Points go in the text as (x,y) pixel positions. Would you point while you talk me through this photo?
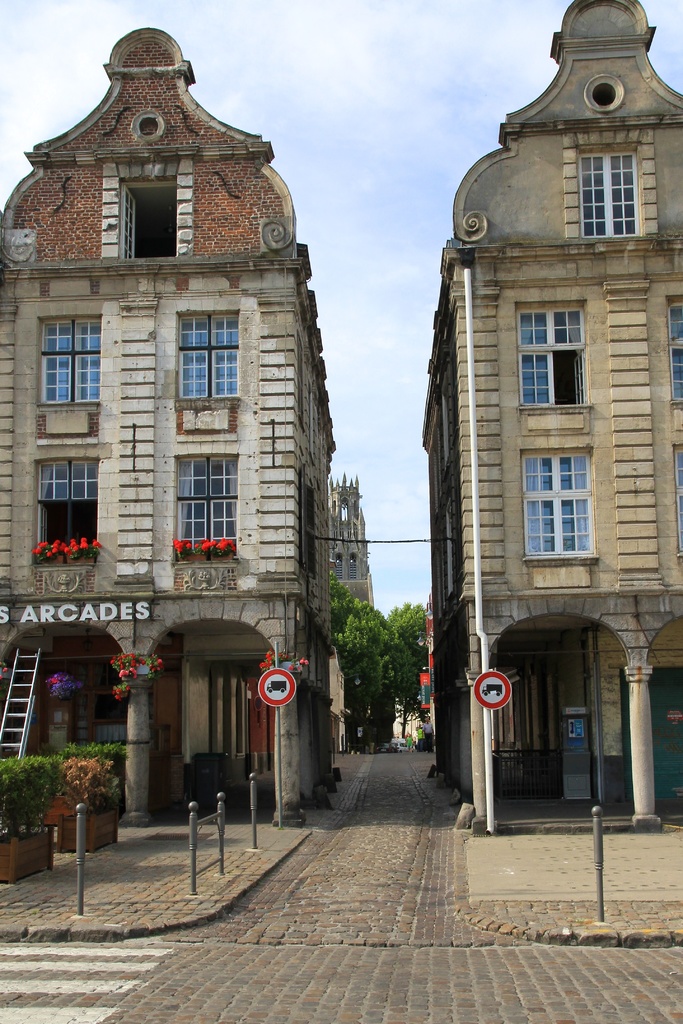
In this picture I can see the path (44,900) in front (630,988) and on the left side of this picture (70,796), I can see few plants (108,782). In the middle of this picture (344,556), I can see few buildings (271,410), few trees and 2 sign boards (295,689). In the background (351,327) I can see the clear sky (493,78). I can also see a ladder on the left side of this picture (15,680) and I see something is written on the left building (144,231).
